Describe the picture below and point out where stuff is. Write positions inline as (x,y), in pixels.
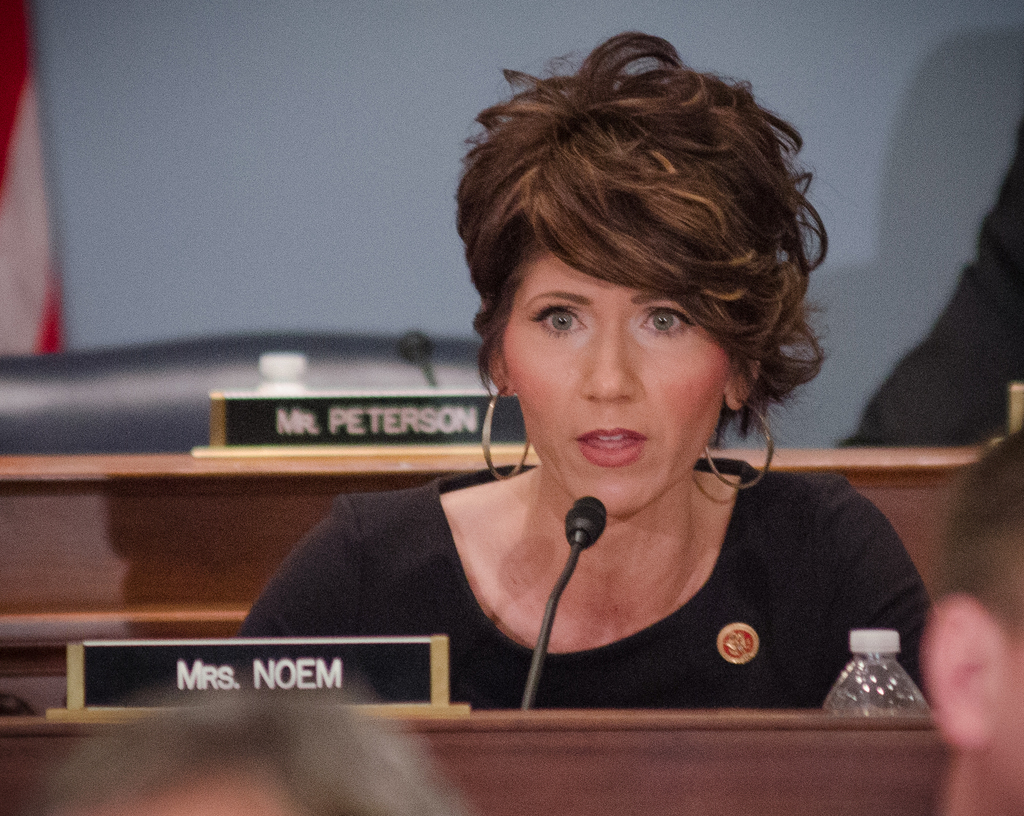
In this image we can see a woman (449,551) wearing black color dress (413,549) sitting on the table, there is microphone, water bottle (844,680) and some name boards (377,667) in front of her and in the background of the image (302,428) we can see some name board (295,405), water bottle (297,378) and microphone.
